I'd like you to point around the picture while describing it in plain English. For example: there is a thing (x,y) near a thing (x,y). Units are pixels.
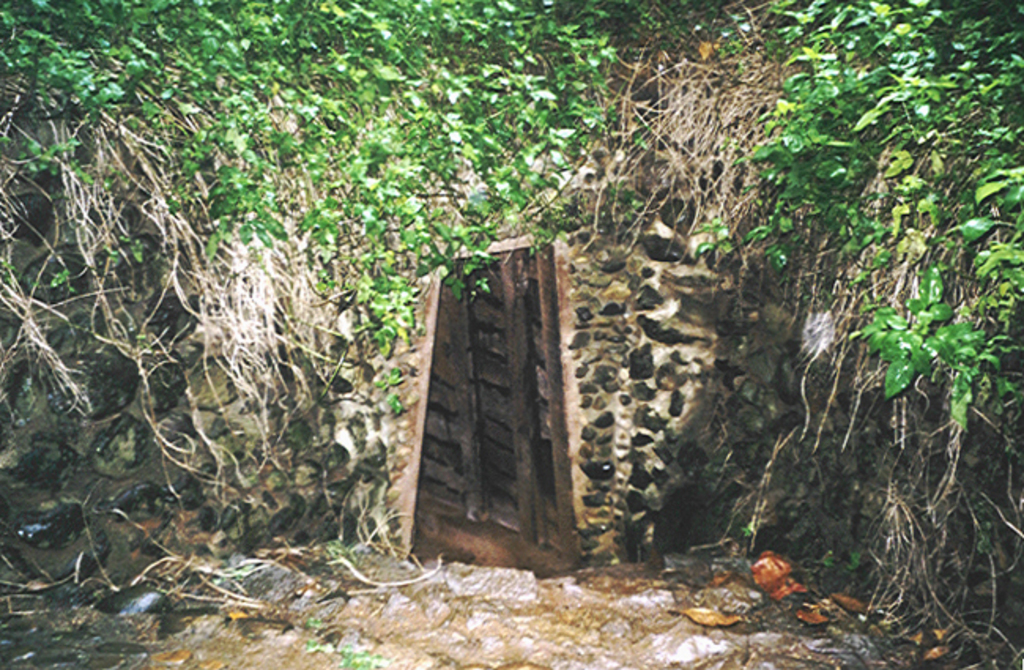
In this image a stone wall (424,308) has a door (474,510). There are some creeper plants (537,160) on it.
